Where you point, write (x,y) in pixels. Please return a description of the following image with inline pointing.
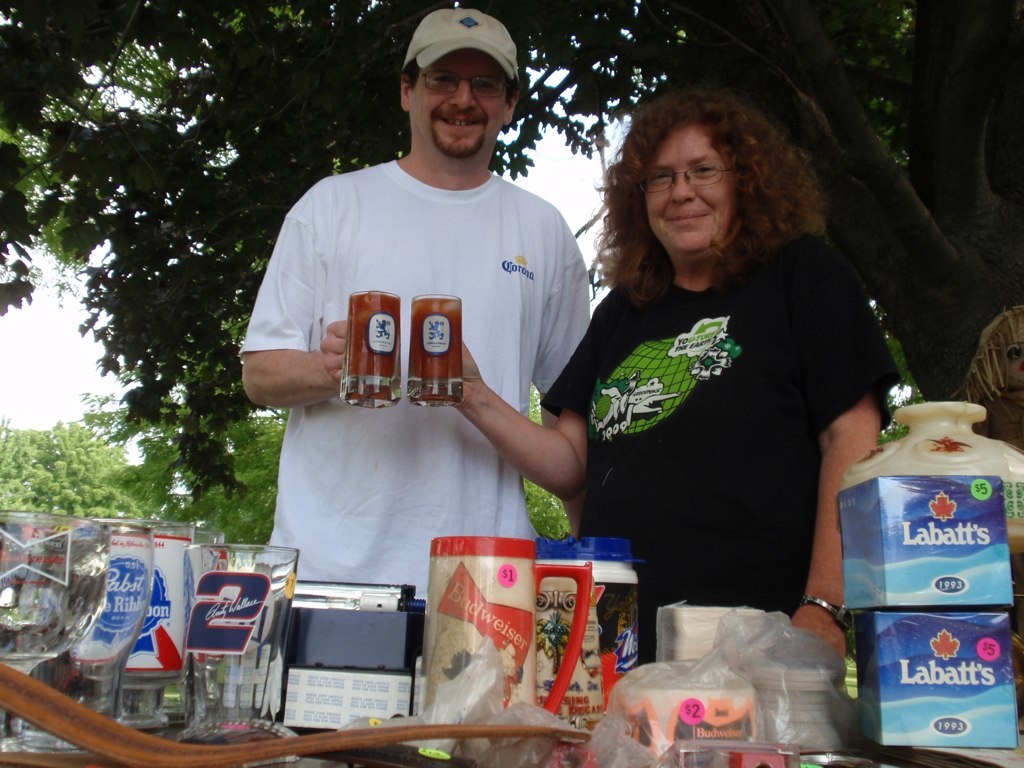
In this picture there are two people (735,265) standing and smiling and holding glasses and we can see glasses (485,674), boxes (892,617) and objects (349,711) on the platform (801,752). In the background of the image (122,360) we can see doll (1023,394), trees (55,435) and sky (87,375).
